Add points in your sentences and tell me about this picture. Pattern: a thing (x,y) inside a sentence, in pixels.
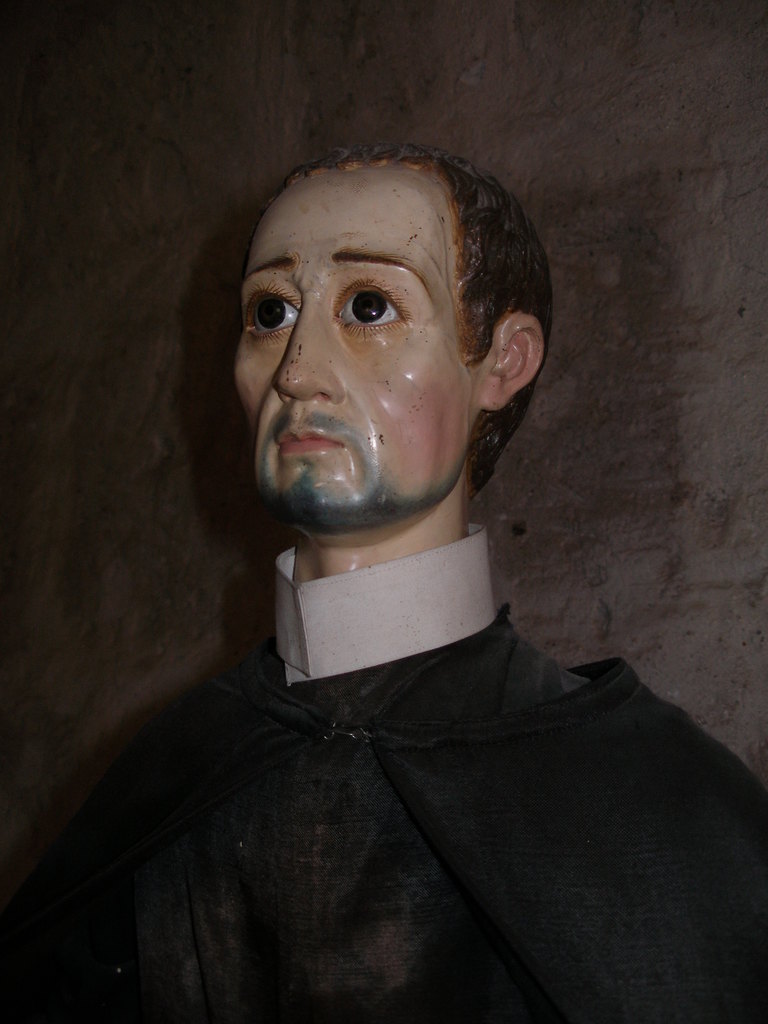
In this image we can see a mannequin (442,532) and the background (745,127) is in gray color.
